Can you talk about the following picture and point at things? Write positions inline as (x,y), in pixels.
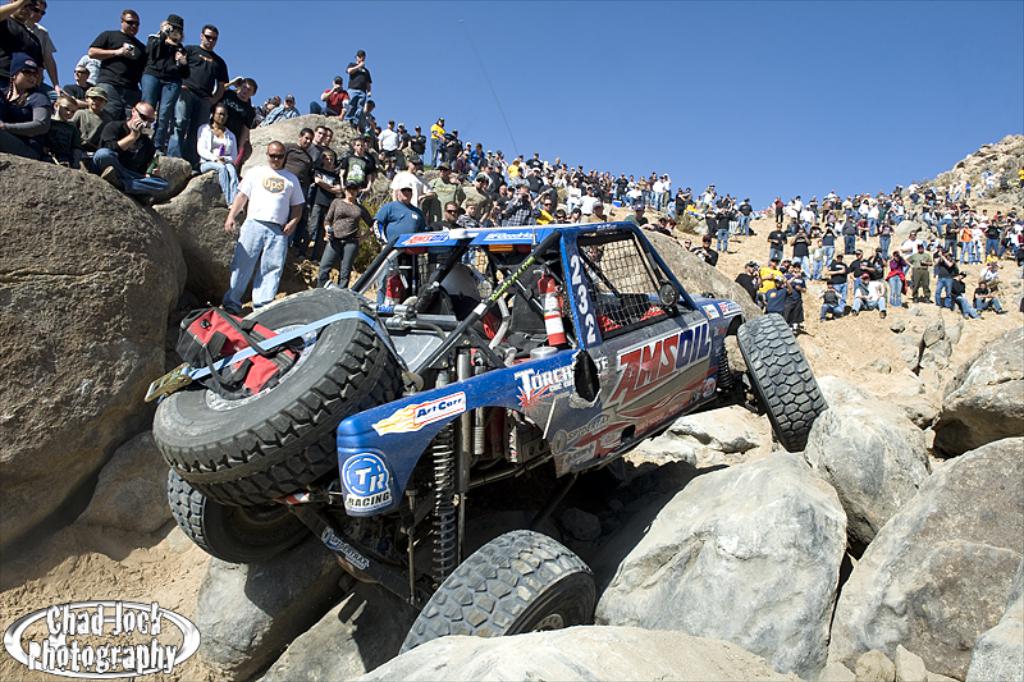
In this picture there is a vehicle (520,406) on the big stones (101,280). Beside that I can see many people (349,233) were standing on the stones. At the top (620,74) I can see the sky (539,78). On the left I can see some people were sitting on the stone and some person (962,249) were holding the camera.
